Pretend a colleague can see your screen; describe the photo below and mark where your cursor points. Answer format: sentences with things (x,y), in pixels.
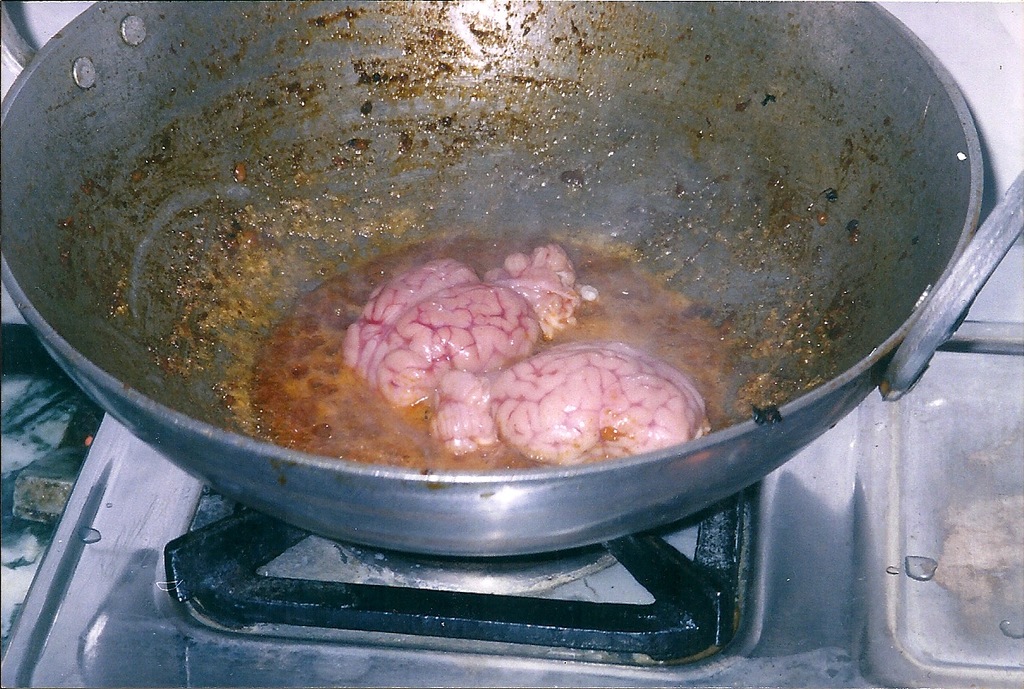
In this image we can see some food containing the brain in a vessel (504,224) which is placed on a stove (657,576).
